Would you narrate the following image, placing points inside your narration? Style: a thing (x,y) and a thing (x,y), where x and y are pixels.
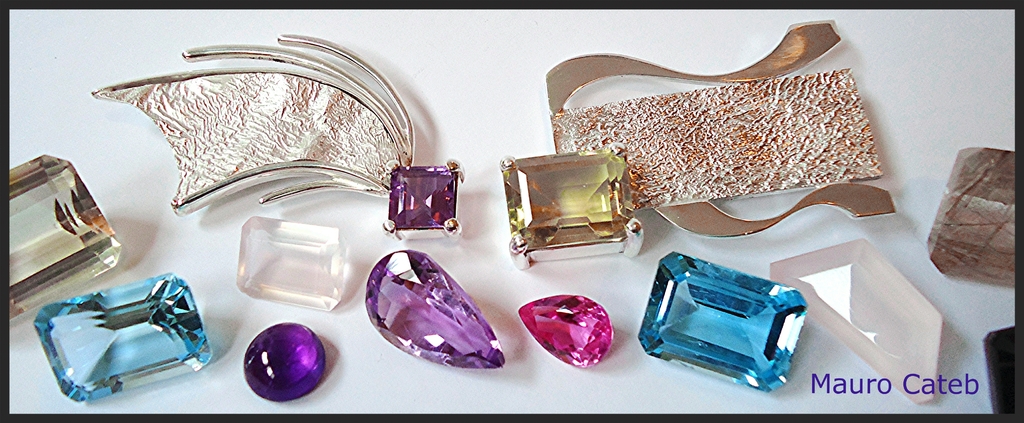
In this image we can see different color stones (415,258) on a white surface (84,83). In the right bottom corner (900,380) there is a watermark (944,388).
